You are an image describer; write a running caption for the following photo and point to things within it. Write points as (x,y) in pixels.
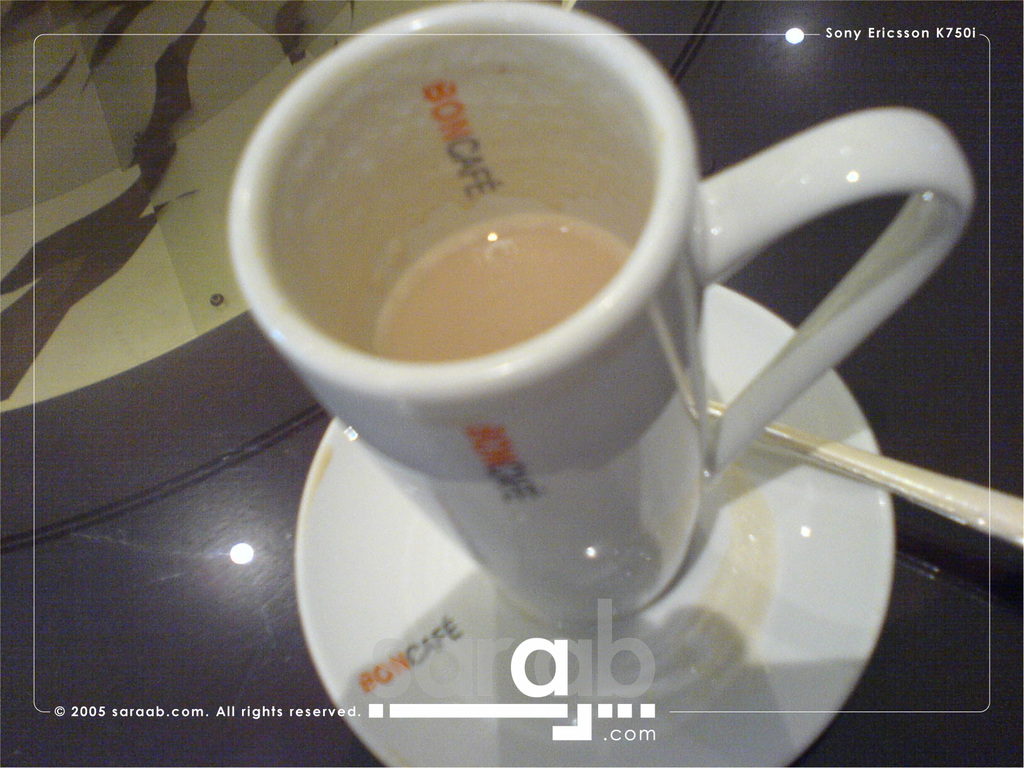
In this image there is a saucer (535,670) truncated towards the bottom of the image (760,580), there is a spoon (926,487) truncated towards the right of the image (908,489), there is a cup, there is drink (458,293) inside the cup (435,227), there is text (586,683), there is a table (875,39) truncated.
